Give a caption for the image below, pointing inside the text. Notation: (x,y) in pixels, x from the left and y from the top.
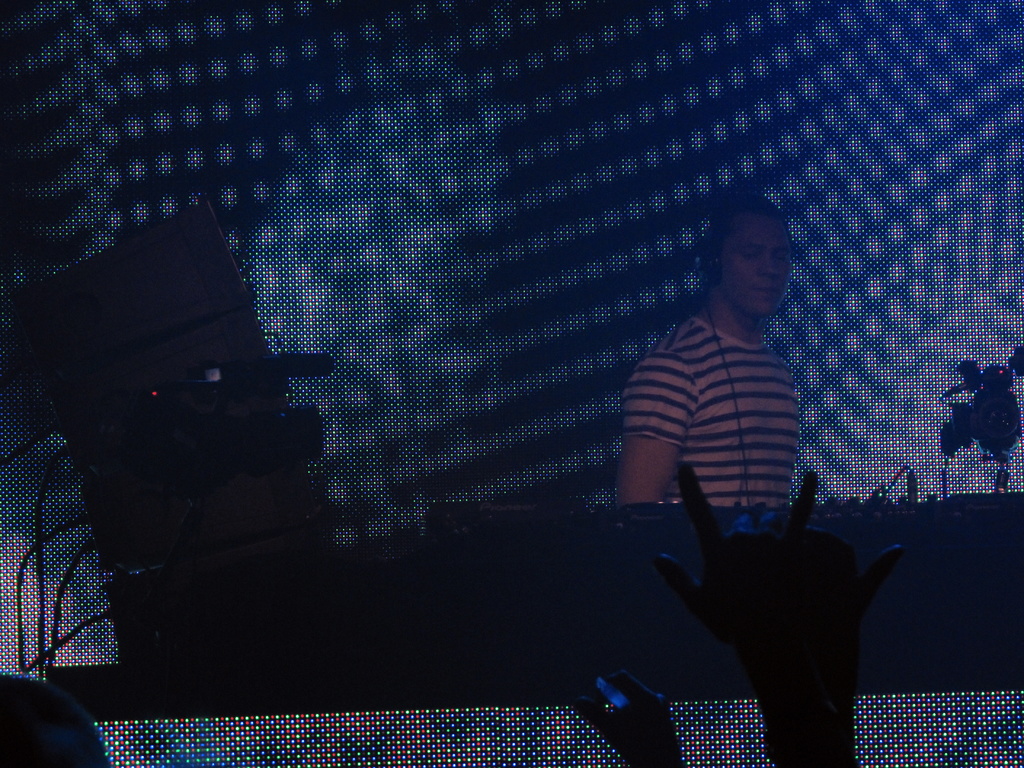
This image is taken in a concert. At the bottom of the image (49,748) there are a few people (765,678). In this image the background (306,250) is a little blurred. In the middle of the image (648,436) a man (723,455) is standing and there is a table (603,571) with a few things (651,509) on it.
